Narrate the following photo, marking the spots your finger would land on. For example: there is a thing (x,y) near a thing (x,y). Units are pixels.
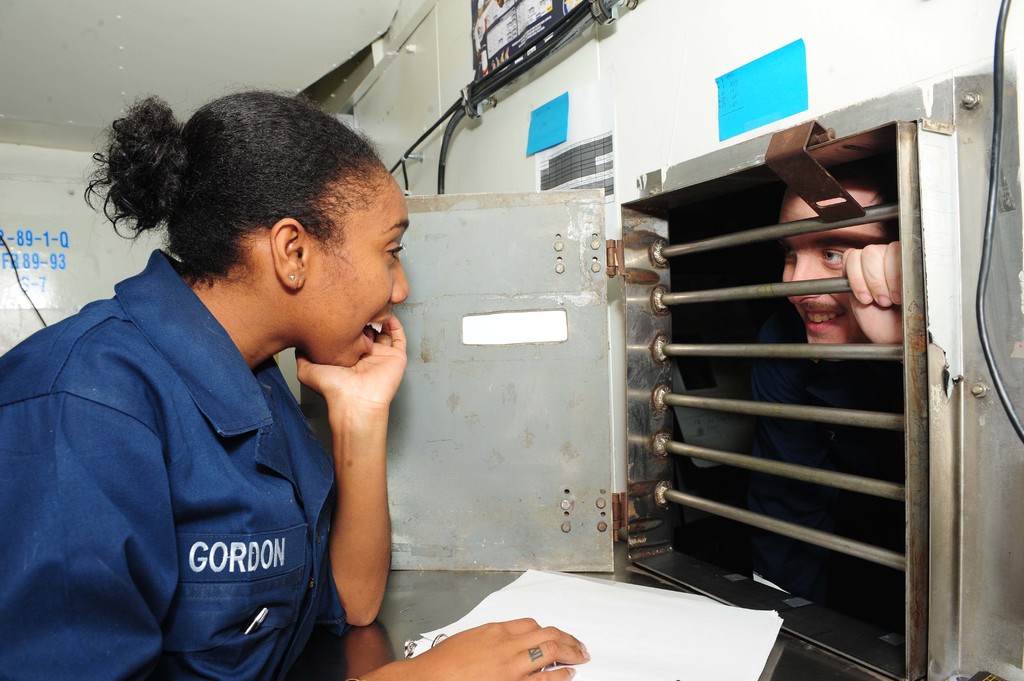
In the image in the center (382,275), we can see two persons (305,302) are standing and they are smiling, which we can see on their faces (321,278). In the background (547,52) there is a wall (672,49), roof (246,60), window (656,218), banners (529,19), wires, papers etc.
